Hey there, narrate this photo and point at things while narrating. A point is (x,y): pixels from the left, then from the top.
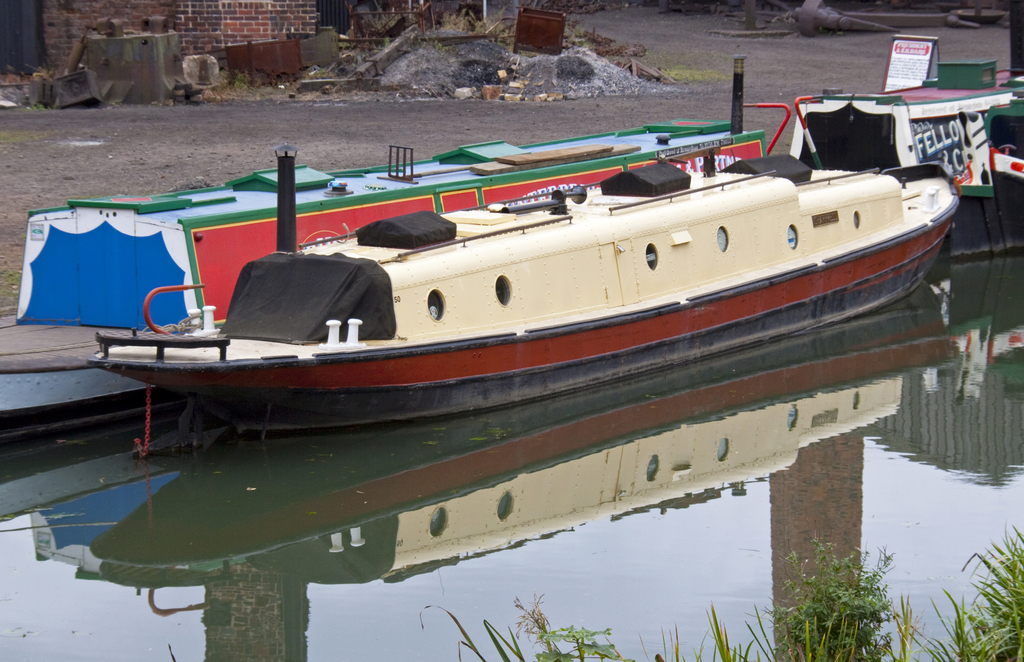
In this image, we can see boats (669,242) floating on the water (379,447). There are plants (877,623) in the bottom right of the image (880,625). There is a wall (196,41) in the top left of the image (190,42).
